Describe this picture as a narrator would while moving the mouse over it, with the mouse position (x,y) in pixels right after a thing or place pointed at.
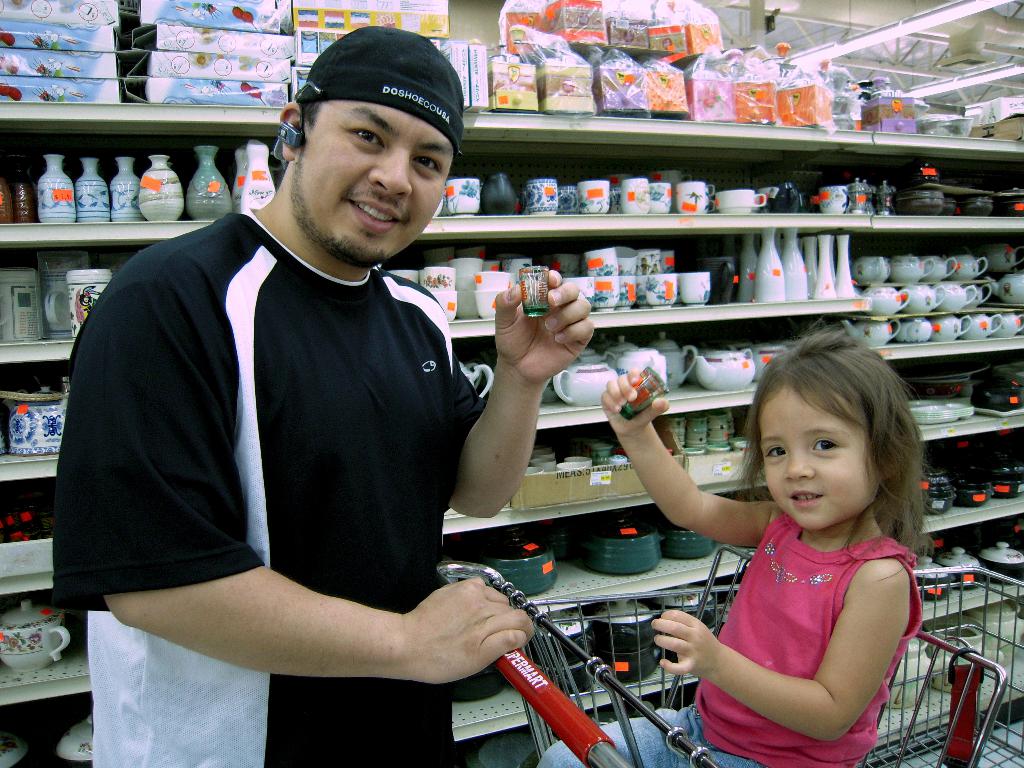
In the picture we can see a man (351,467) standing and holding something in the hand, the man (224,324) is wearing a black T-shirt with some part white and a cap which is black in color and beside him we can see a girl (659,467) wearing a pink T-shirt (801,751) and showing something in the hand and behind them, we can see some racks (864,251) and some items (316,7) are placed in it and the man (221,305) is holding a trolley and a girl (826,744) is sitting in it.
